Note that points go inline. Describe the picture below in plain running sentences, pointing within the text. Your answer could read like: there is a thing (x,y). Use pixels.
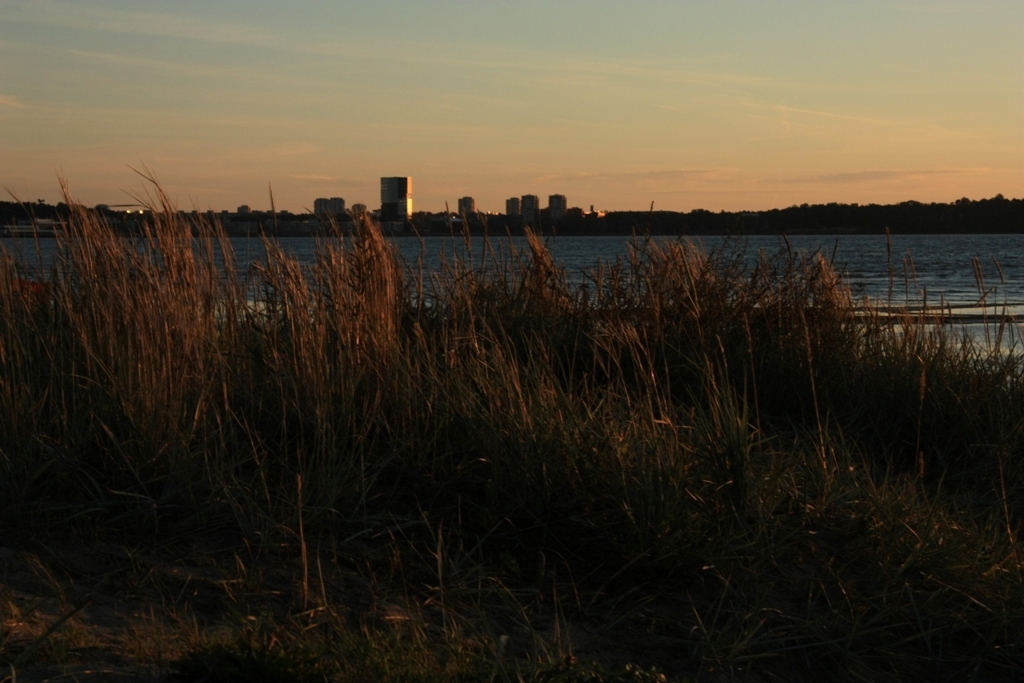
There are plants (582,314) and grass (917,385) on the ground (493,644). In the background (936,259), there is water (949,264), there are buildings (408,219), trees (445,219) and there are clouds (122,61) in the sky (250,74).
